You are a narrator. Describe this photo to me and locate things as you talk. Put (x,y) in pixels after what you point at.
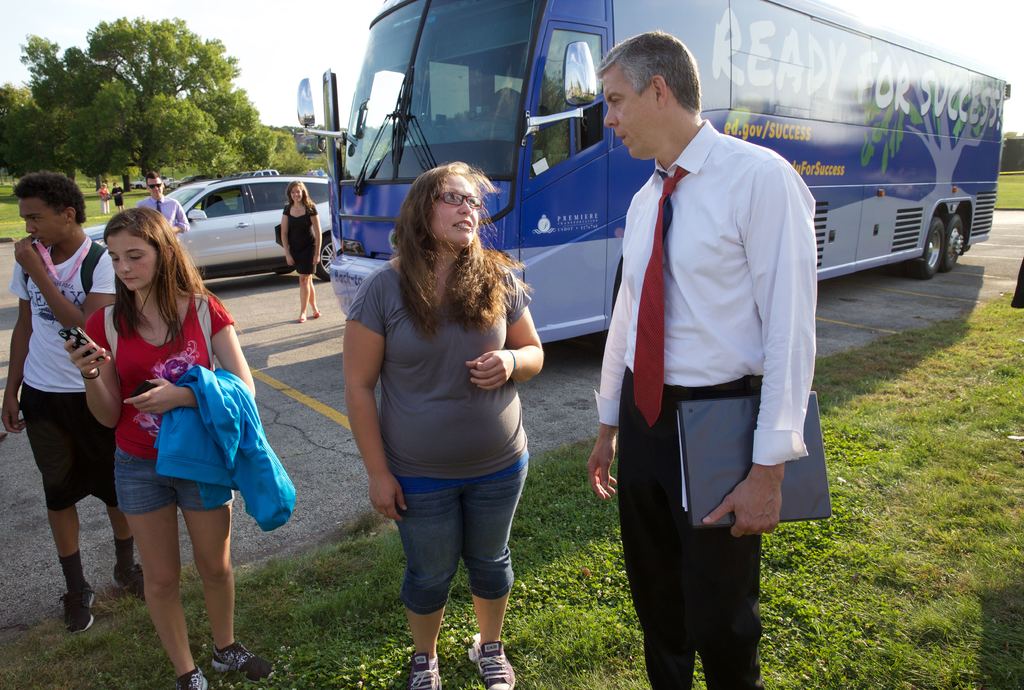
In this image I can see grass (980,531) in the front (383,424) and on it I can see few people (462,216) are standing. In the background (531,166) I can see few vehicles (564,182), few trees (120,139), an open grass ground (130,194) and I can also see few more people (302,247) are standing. On the right side of this image (803,42) I can see something is written on this bus (851,200).
